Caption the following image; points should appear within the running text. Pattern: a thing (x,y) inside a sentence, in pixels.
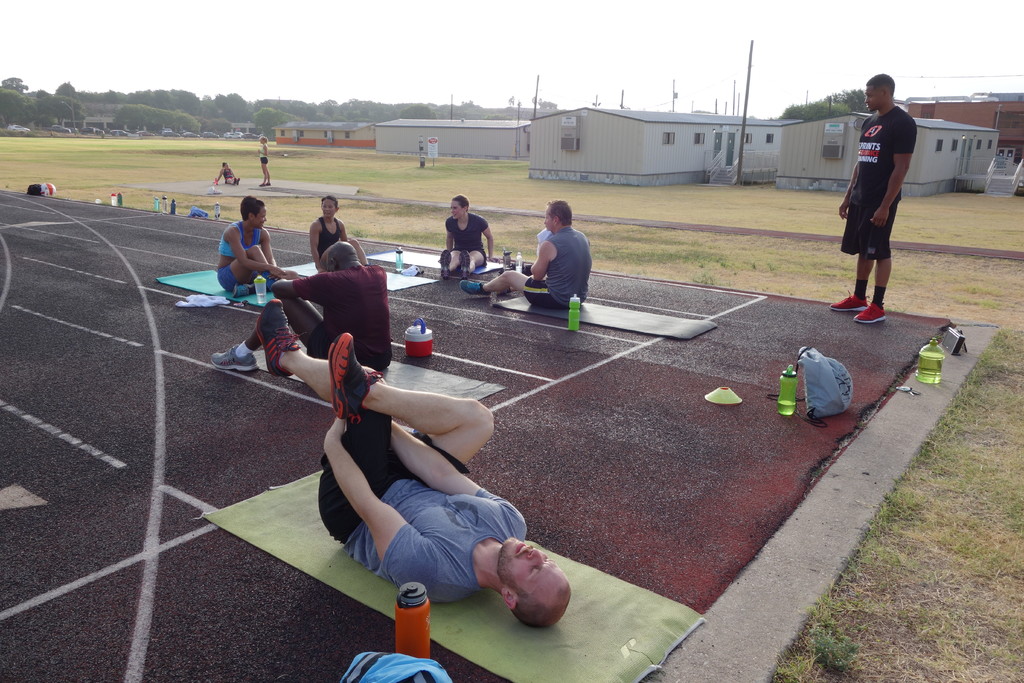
In this image we can see the persons (549,260) sitting on the mats (388,375) which are on the ground (640,449). Image also consists of water bottles (790,383), bags (833,381), grass (624,233), houses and also poles (749,60). We can also see the trees (187,97). At the top (231,88) there is sky (571,28).
